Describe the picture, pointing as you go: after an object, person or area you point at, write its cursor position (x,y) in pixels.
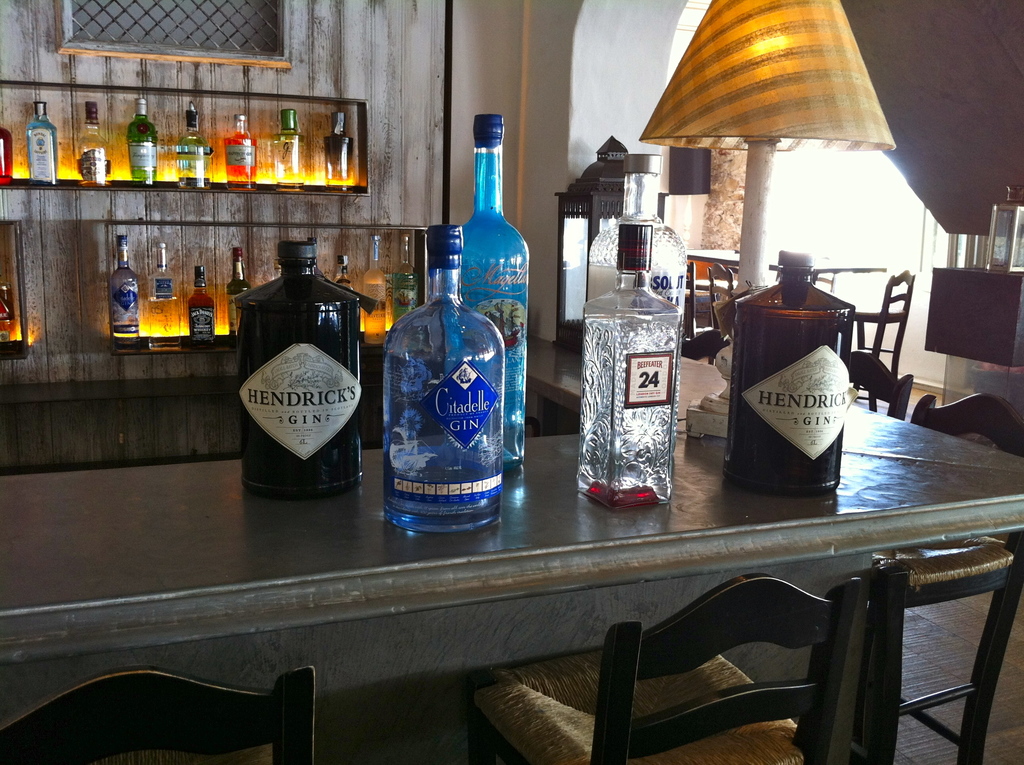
This is a wooden table (466,555) where these liquor bottles (647,493) are kept on it and a table lamp (761,128) also. In the background (293,181) we can see these liquor bottles (201,152) on these shelves (305,189). Here we can see wooden chairs (907,702).
